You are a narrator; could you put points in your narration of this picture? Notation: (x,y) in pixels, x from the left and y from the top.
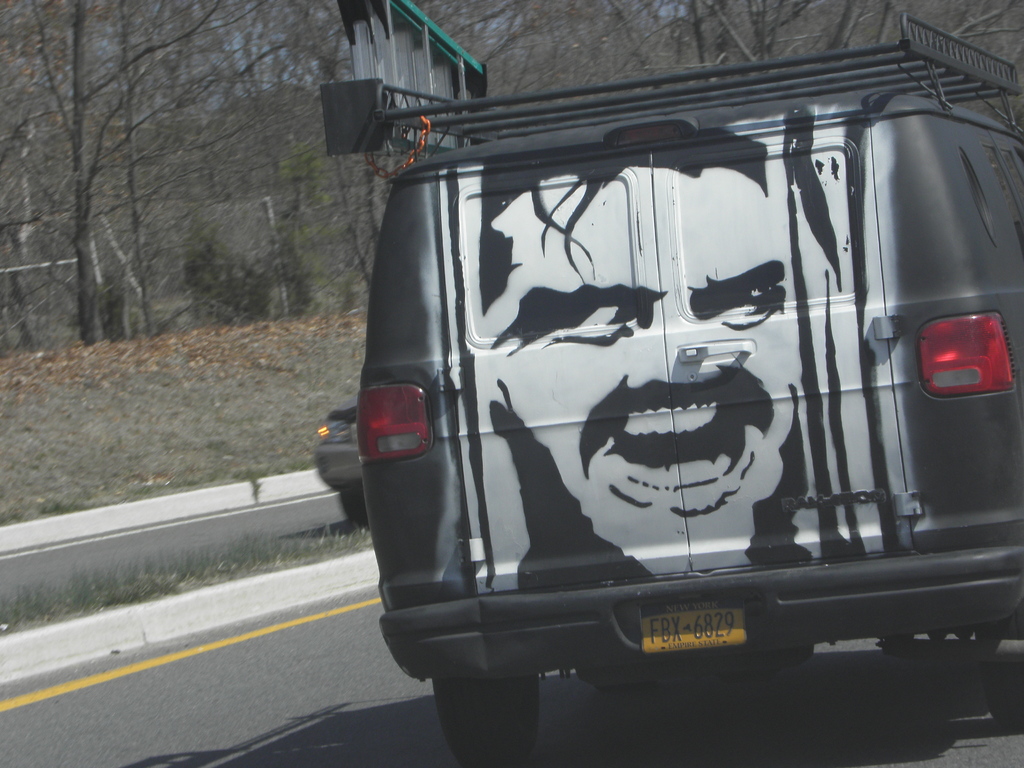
In the center of the image (612,414) there is a vehicle (529,477) on the road (422,710). In the background (98,470) there are trees (154,221), plants (199,269), road (183,542) and car (323,429).
